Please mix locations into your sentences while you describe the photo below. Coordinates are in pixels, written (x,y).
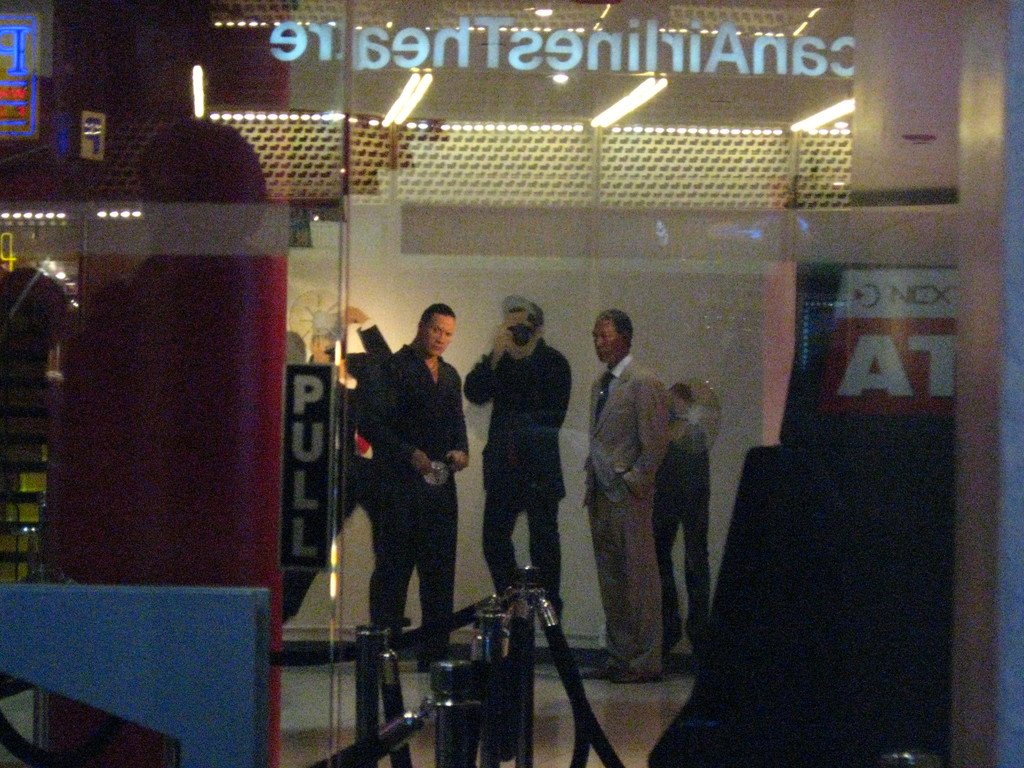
In this image, we can see a glass (21,290) and behind the glass (834,122) there are few people (569,398) who are wearing clothes (404,431) and standing and there are also poles (532,653) with ropes (556,640) tied to them and there is also a poster (922,404) and we can also see the floor (622,732) and the wall (555,218) and the reflection (608,106) of the light (645,87) can be seen on the glass (742,99).
